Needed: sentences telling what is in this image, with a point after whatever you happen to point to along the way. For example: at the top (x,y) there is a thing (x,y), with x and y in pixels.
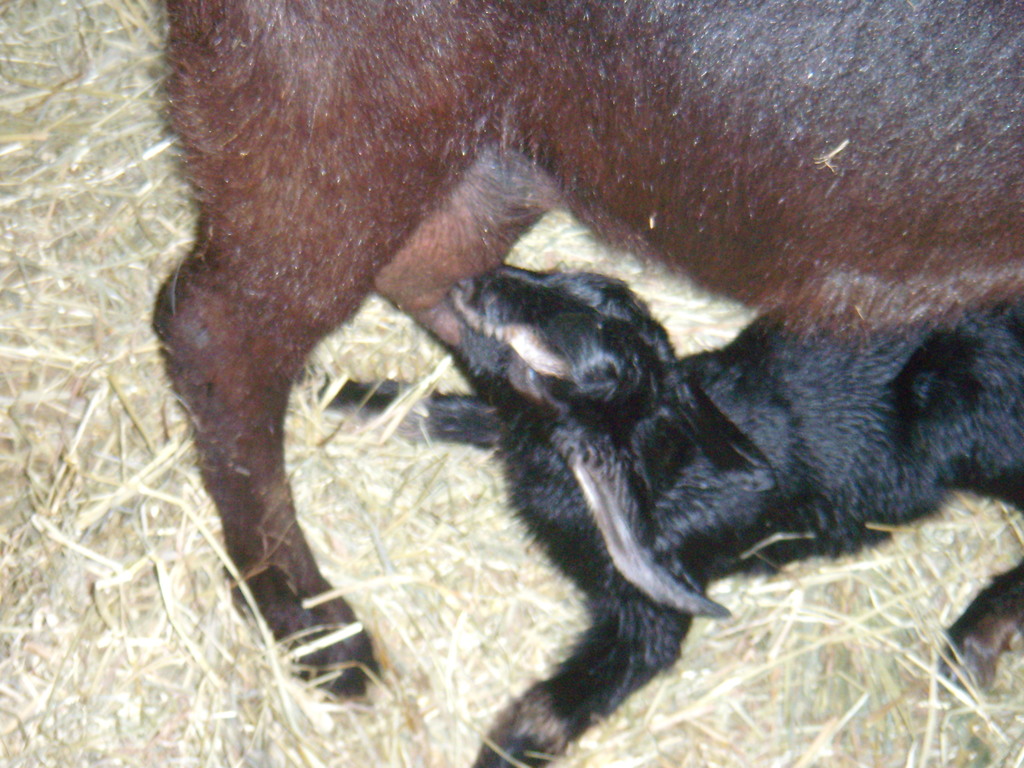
In this image, we can see two animals (337,225) and there is dried grass (286,668).
